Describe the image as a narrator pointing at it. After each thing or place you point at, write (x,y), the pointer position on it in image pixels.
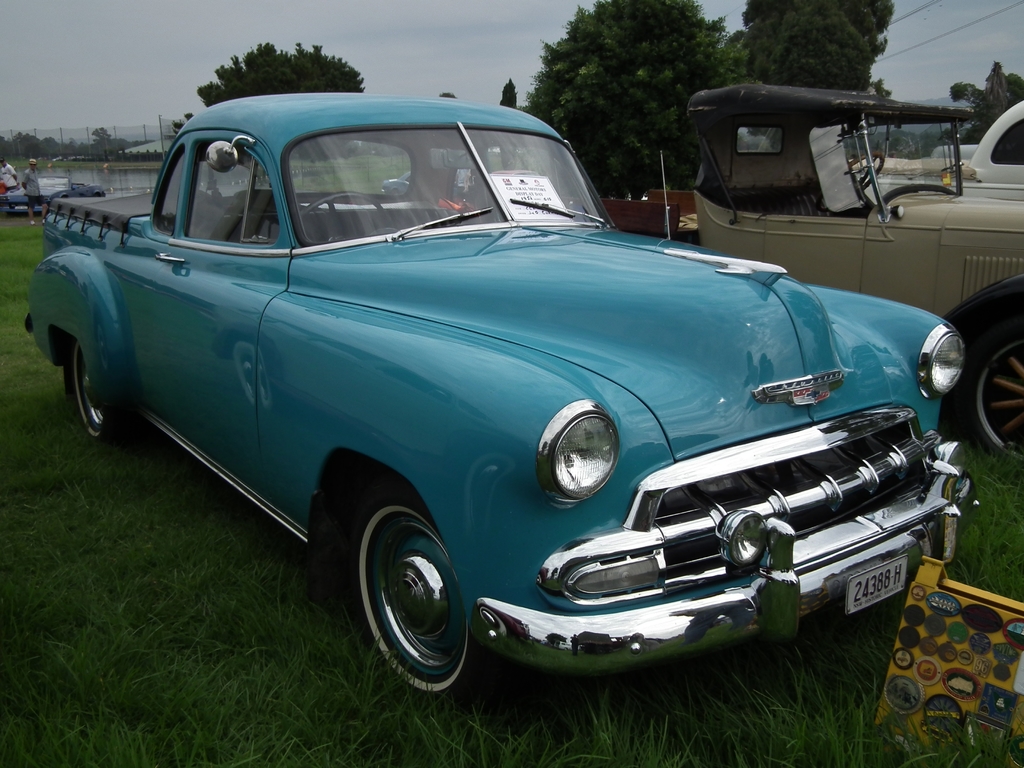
In this picture there is a car (407,269) in the center of the image (509,315) on the grassland (62,522) and there are other vehicles (41,185), people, trees (55,143), and poles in the background area of the image (327,82).
